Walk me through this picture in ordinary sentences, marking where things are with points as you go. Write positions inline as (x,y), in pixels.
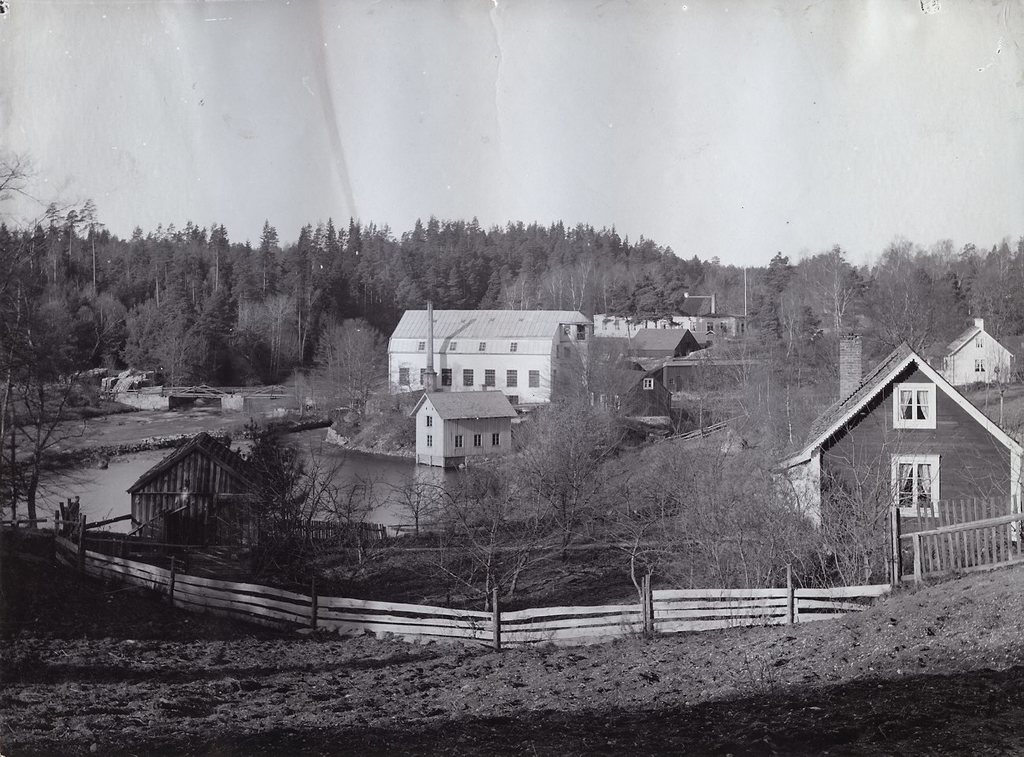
This is a black and white image. In the center of the image (451,315) there are houses (590,330). In the background of the image (310,315) there are trees (974,288).
